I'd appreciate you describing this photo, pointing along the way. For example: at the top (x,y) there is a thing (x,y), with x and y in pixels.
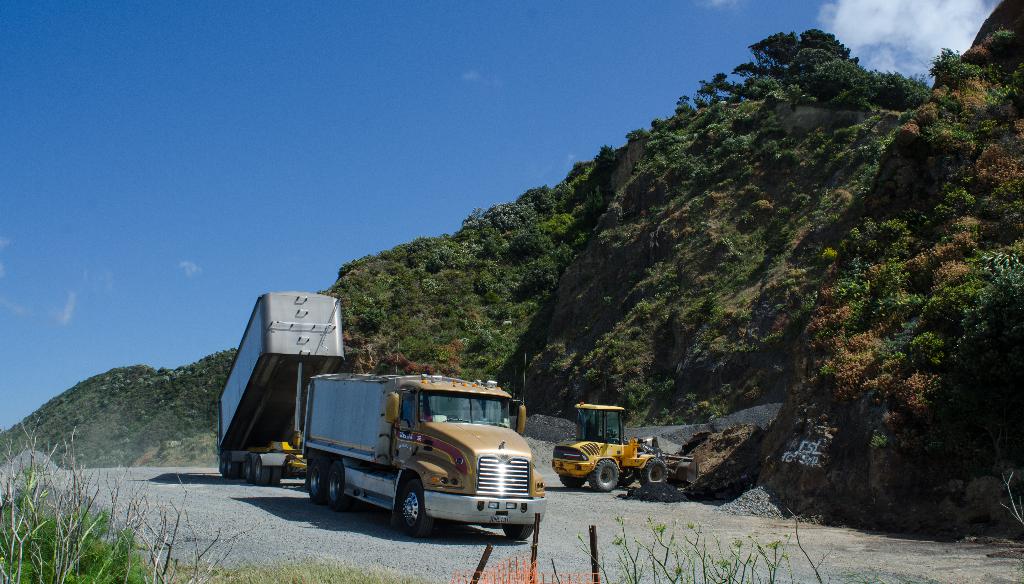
This image consists of a truck (395,425) and a bulldozer (633,472). At the bottom (572,558), there is a ground (554,555). On the left (79,547), we can see the small plants (85,546). On the right (780,175), there is a mountain (462,291) covered with plants (765,96) and trees (712,108). At the top (484,76), there is a sky (141,138).
